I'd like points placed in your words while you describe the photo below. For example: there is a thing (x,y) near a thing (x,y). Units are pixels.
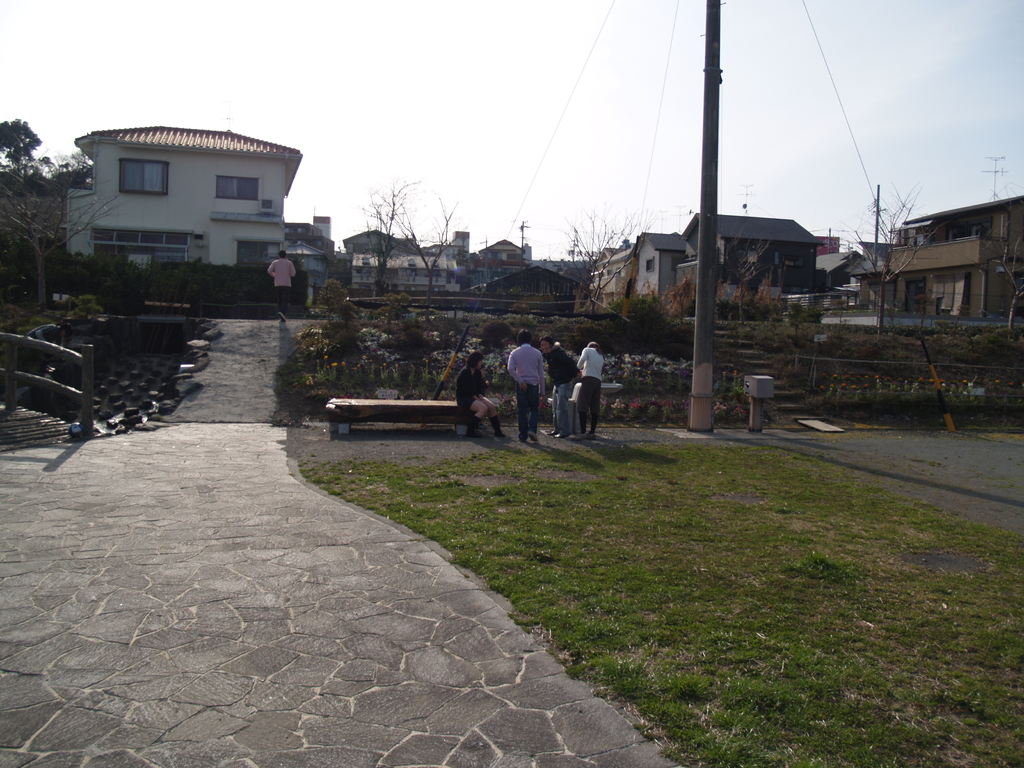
In this image, I can see a person (472,417) sitting on a bench (459,410) and three persons (557,431) standing. At the bottom of the image (712,680), I can see the grass (810,680) and a pathway (177,558). There are houses (290,232), trees (391,247), plants (535,332), pole (702,368) and a person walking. In the background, there is the sky (552,144). On the left corner of the image (29,434), It looks like a wooden bridge (24,408).
